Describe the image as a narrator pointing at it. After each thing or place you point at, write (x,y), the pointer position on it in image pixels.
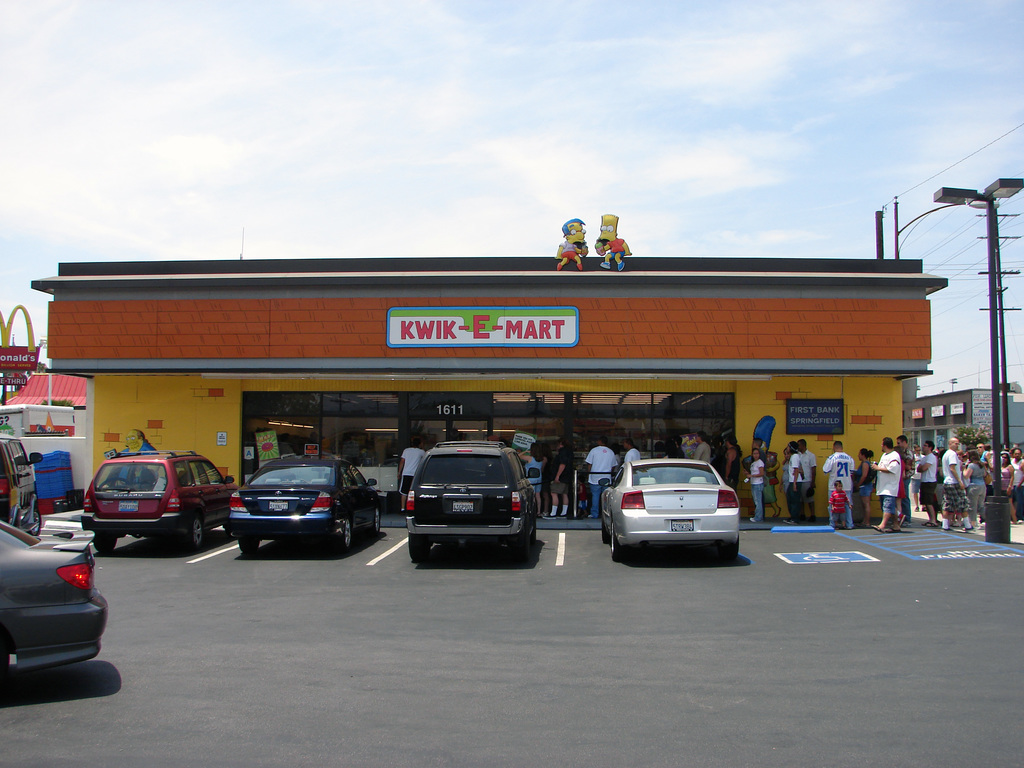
In this image, there are a few vehicles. We can see the ground (970,564) and some people (973,469). We can also see the sky (960,217) with clouds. There are a few houses (852,424). Among them, we can see a house (852,393) with some text (559,326) and objects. We can see some glass doors (284,411). There are a few poles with wires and lights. We can see a signboard (11,367) and a blue colored object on the left (12,382). We can also see the sky (661,24) with clouds (283,157).
